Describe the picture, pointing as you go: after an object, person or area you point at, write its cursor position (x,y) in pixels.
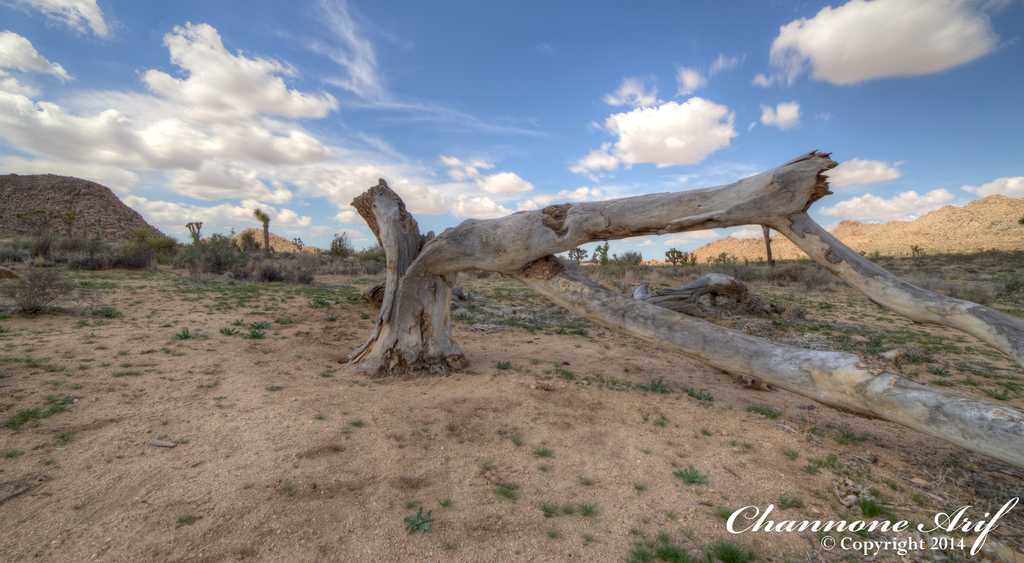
In this image in the center (467,246) there is a tree trunk (449,299). In the background (214,262) there are plants (256,268) and the sky (510,139) is cloudy and it looks like there are mountains (970,236) in the background (748,249).
